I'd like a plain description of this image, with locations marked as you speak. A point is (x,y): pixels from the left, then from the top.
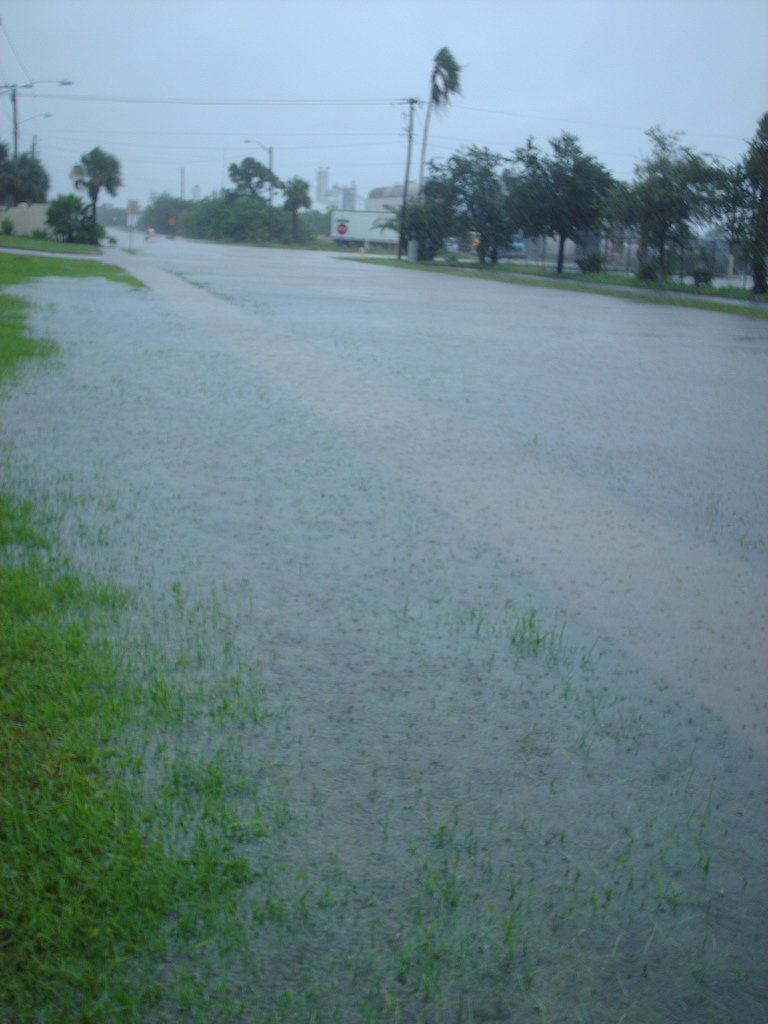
In this image to the bottom (405,762) there are some water (302,366) and grass (286,804) and in the background (682,210) there are some trees (673,207), poles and lights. At the top of the image (477,65) there is sky (575,90).
